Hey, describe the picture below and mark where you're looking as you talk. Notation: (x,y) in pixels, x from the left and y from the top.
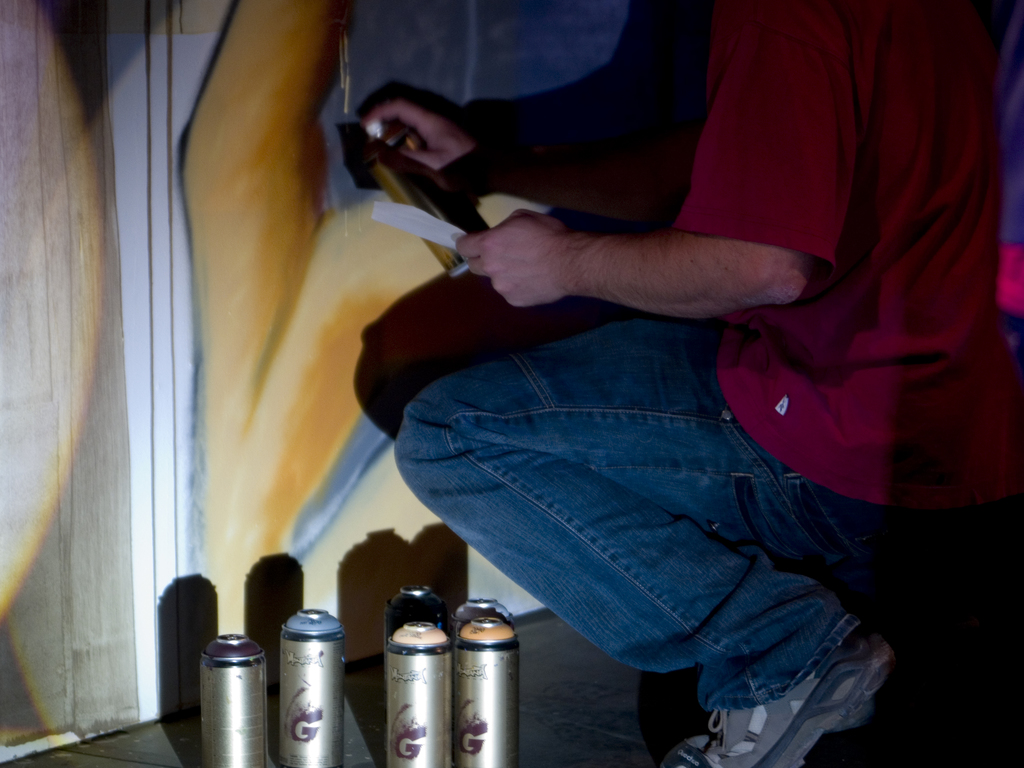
In the image there is a person (728,231) crouching and holding something on his hands (483,237) and we can also see few bottles (427,687), in background (280,222) there is a wall (290,247).
